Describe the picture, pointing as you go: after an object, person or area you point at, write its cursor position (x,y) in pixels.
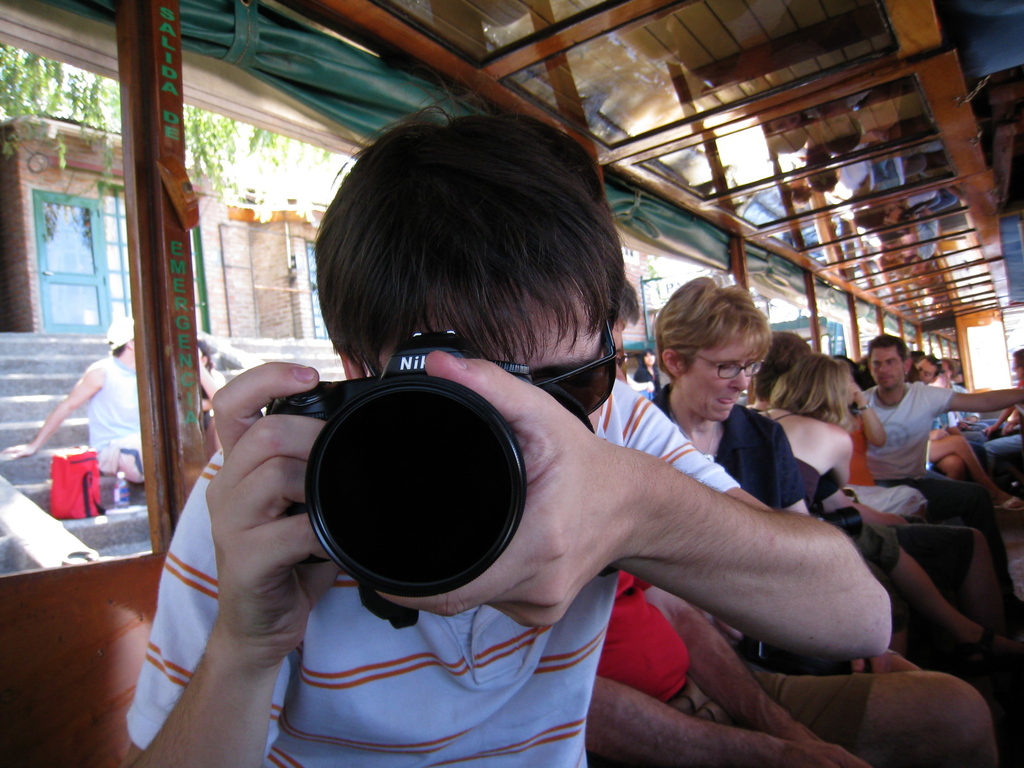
In the image we can see there is a man (456,296) who is holding a camera (526,479) and behind him there are lot of people (857,429) who are sitting and outside of the vehicle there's a man (120,399) who is sitting on the stairs (46,350).
